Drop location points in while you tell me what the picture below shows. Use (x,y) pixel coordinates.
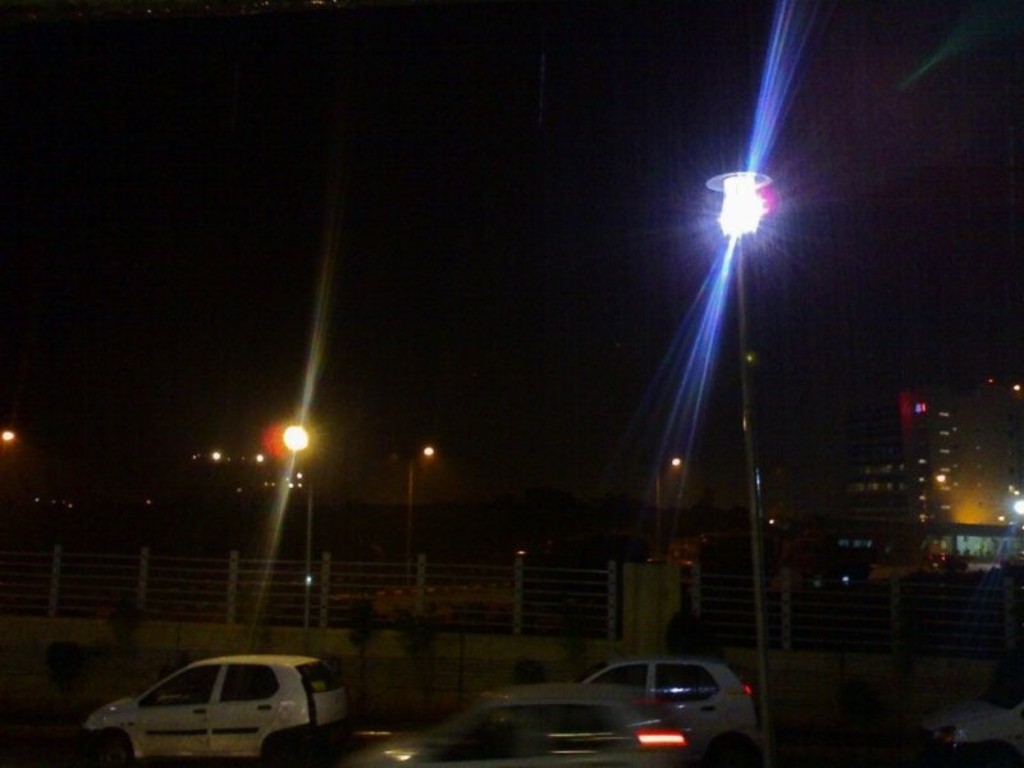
In this image at the bottom (266,715) there are some vehicles (699,737), and in the center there is a wall (641,609), railing (743,629) and some lights (410,486). In the background (948,464) there are some buildings (889,461), lights (922,478) and some objects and there is a dark background (835,197).
